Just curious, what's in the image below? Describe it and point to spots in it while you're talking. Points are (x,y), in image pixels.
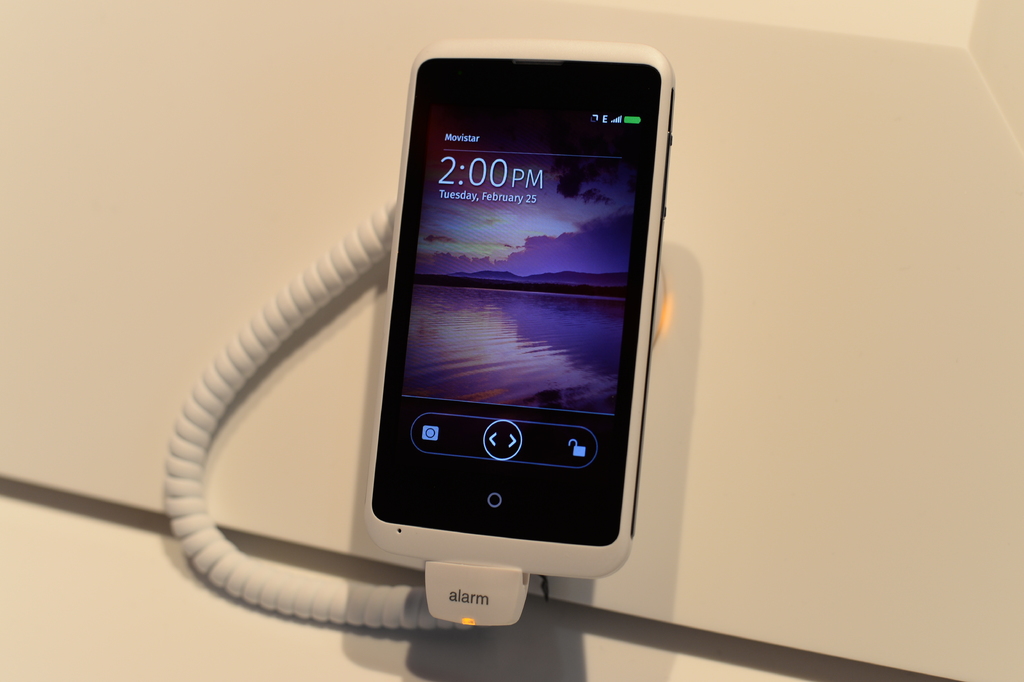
In this image I can see a phone (416,219) in the centre (386,441) and near it I can see a wire (345,605). I can also see white colour substance (168,274) in the background (167,384).
